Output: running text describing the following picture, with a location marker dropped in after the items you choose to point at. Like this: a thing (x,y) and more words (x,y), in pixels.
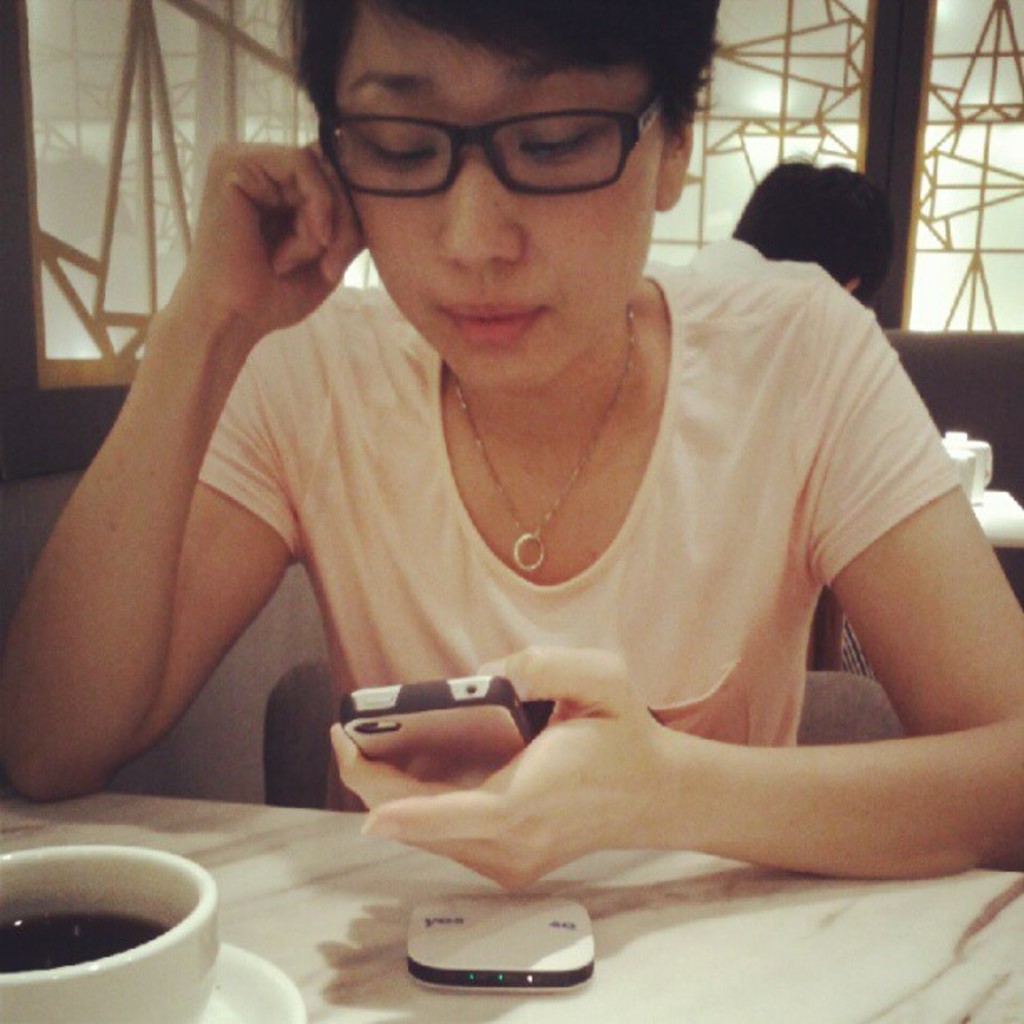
In this picture there is a woman (678,316) who is wearing spectacle (362,122), locket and t-shirt (783,490). She is looking on the phone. On the table (477,888) I can see the tea cup (58,850), saucer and router (428,909). Behind her there is another person (863,220) who is sitting on the couch (984,369). In the top right (1018,243) I can see the window glass partition (998,145).
